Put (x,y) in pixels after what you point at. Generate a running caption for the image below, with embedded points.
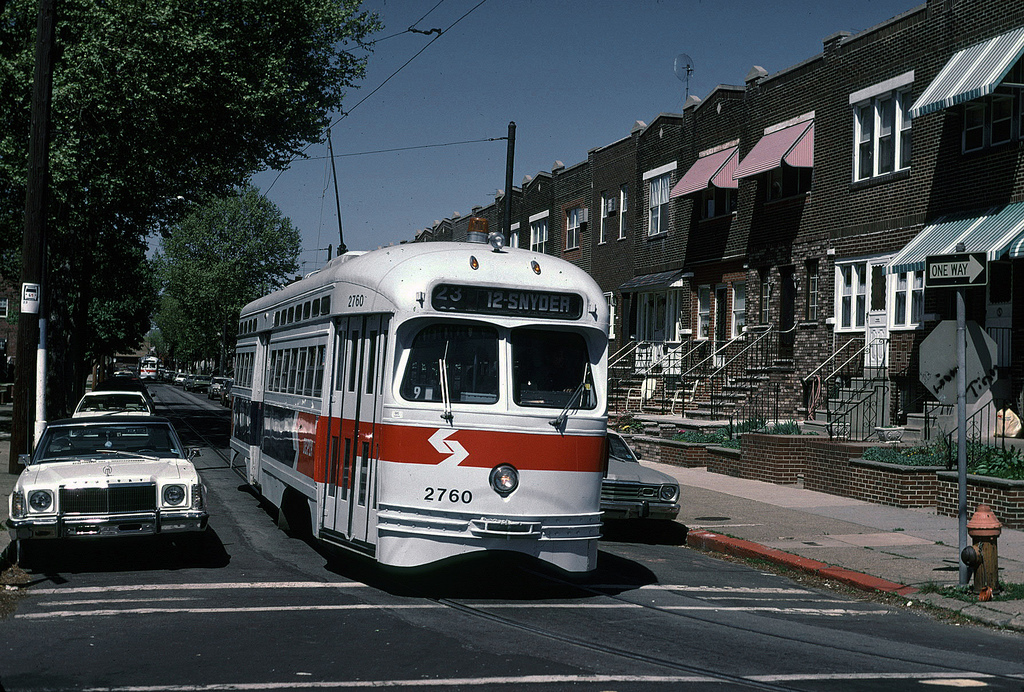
In this image I can see few buildings (851,223), windows (904,98), stairs (841,402), railing (830,417), poles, signboard (928,275), wires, fire-hydrant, trees (81,28), sky (403,179) and few vehicles (284,491) on the road (147,643).
